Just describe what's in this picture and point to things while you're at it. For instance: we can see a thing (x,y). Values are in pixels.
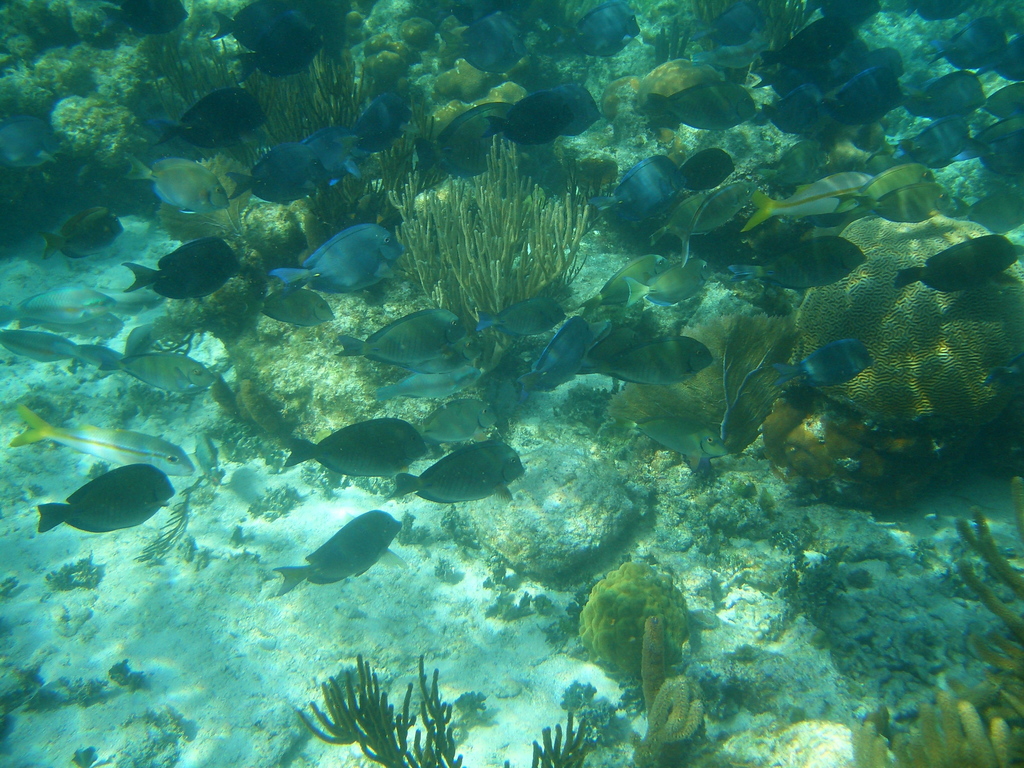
In this image, I can see the fishes (456,321) and corals (467,239) in the water (498,603).
